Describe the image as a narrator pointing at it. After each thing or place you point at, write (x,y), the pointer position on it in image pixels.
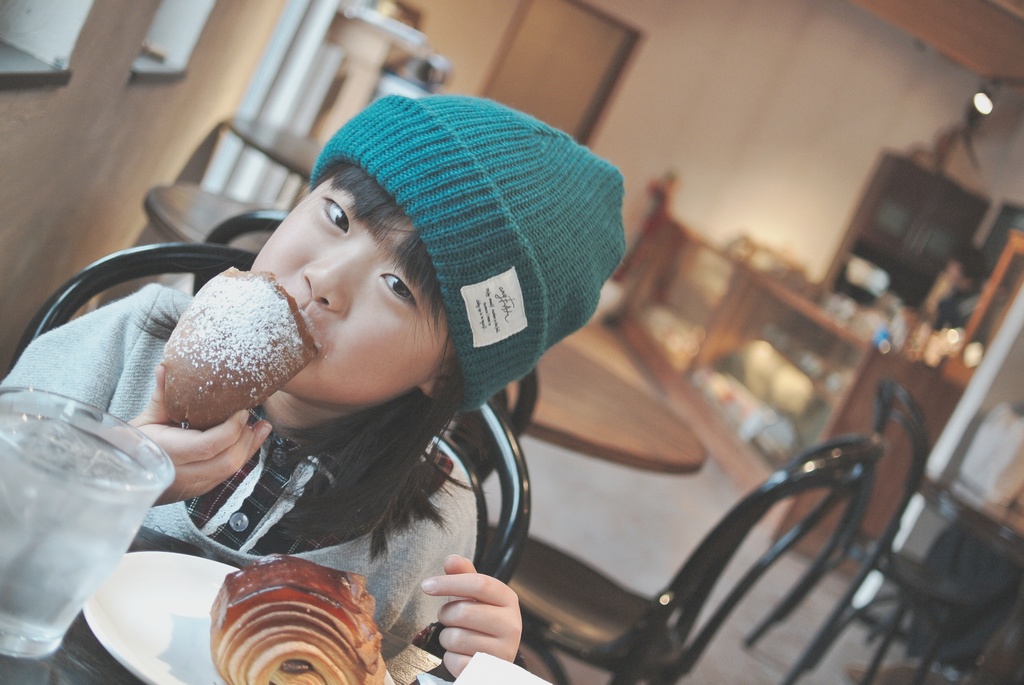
This image is taken indoors. At the bottom of the image (101,665) there is a table (94,673) with a tissue holder (492,670), a glass (86,595) of water (110,533) and a plate (201,598) with a pastry (222,639) on it. On the left side of the image (187,247) a girl (324,487) is sitting on the chair (508,522) and having food (277,366). In the background (599,393) there are many chairs (894,591) and tables (590,407). There are a few walls (88,62) with windows (181,9) and doors (606,74). On the right side of the image (828,430) there is a table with many things (928,351) on it.
